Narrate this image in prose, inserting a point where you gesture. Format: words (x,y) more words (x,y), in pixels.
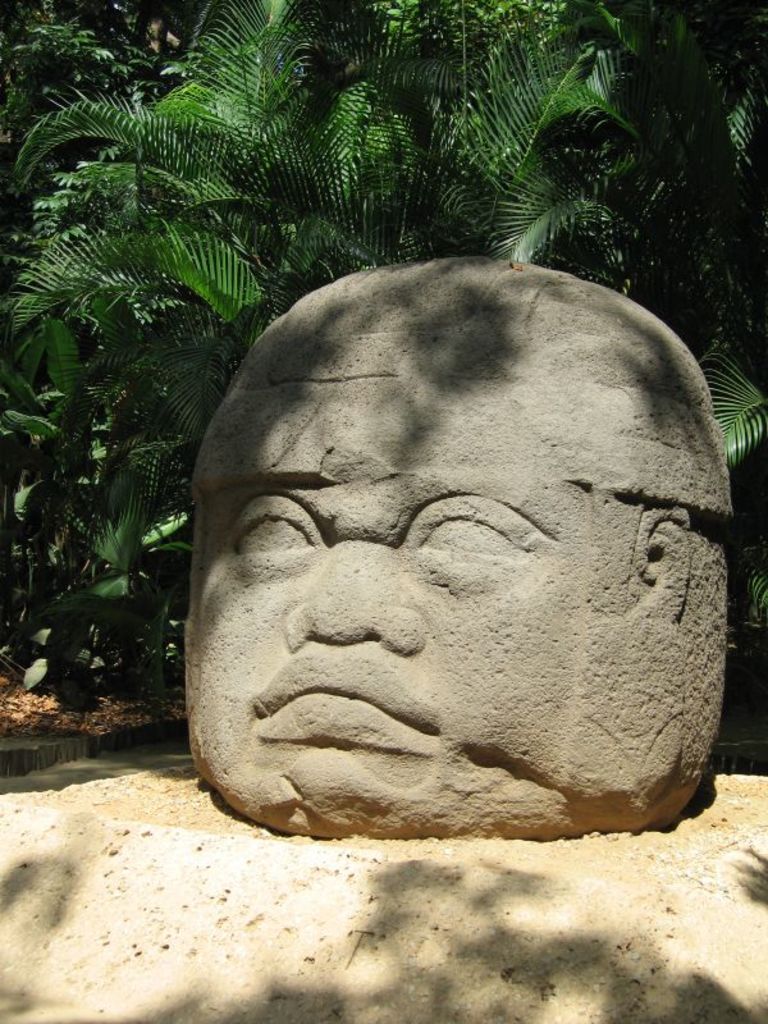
In this image we can see a person face figure (377,530) on a rock (430,499) on the ground (404,1002). In the background (161,353) there are plants (147,280) and trees (204,156).
